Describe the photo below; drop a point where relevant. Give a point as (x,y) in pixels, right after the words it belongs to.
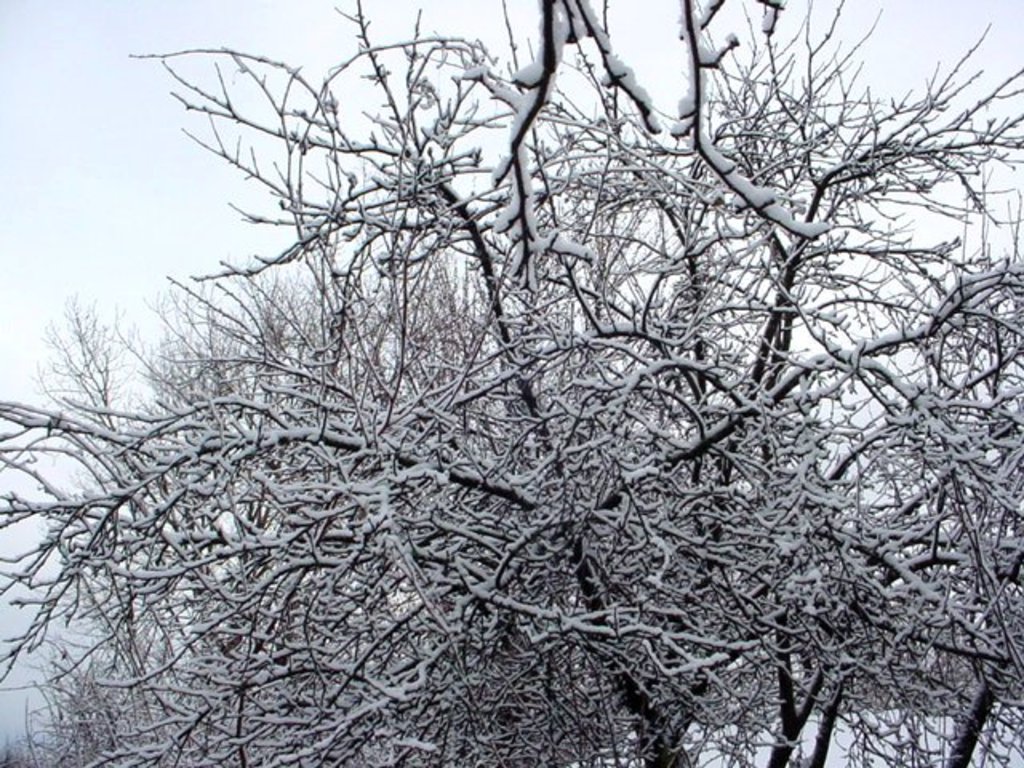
In this picture I can see trees (676,490) and I can see snow (724,234) on the ground (812,723) and on the trees (464,514) and I can see a cloudy sky (345,88).
